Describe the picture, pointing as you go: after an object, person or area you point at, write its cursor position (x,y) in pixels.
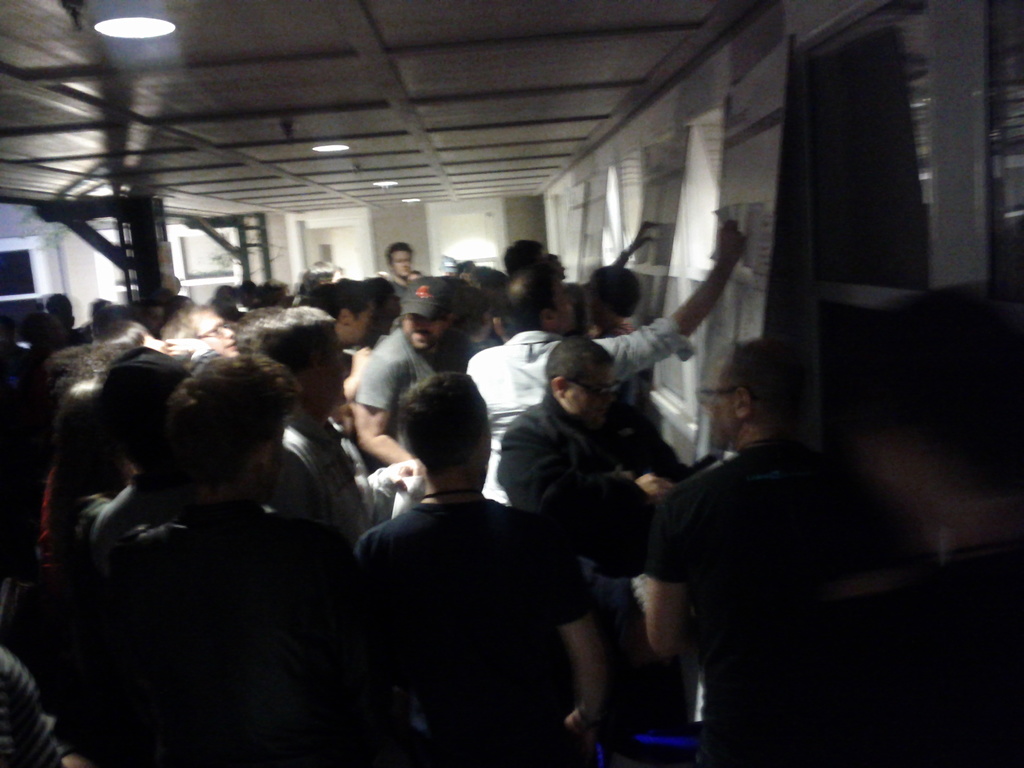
This image is taken indoors. In the background (304,249) there are a few walls (401,217). At the top of the image (338,144) there is a ceiling (251,127) with a few lights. In the middle of the image (404,261) many people (123,532) are standing on the floor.
